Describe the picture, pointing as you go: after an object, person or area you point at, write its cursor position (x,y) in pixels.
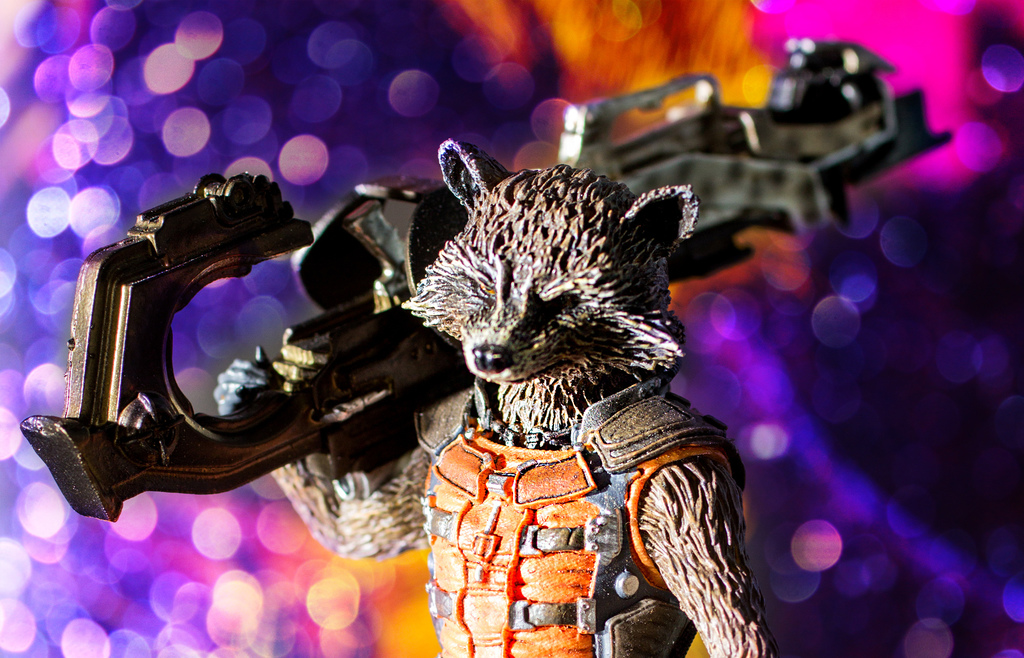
In this picture there is a toy (557,355). In the background (91,238) there are lights (776,389).
